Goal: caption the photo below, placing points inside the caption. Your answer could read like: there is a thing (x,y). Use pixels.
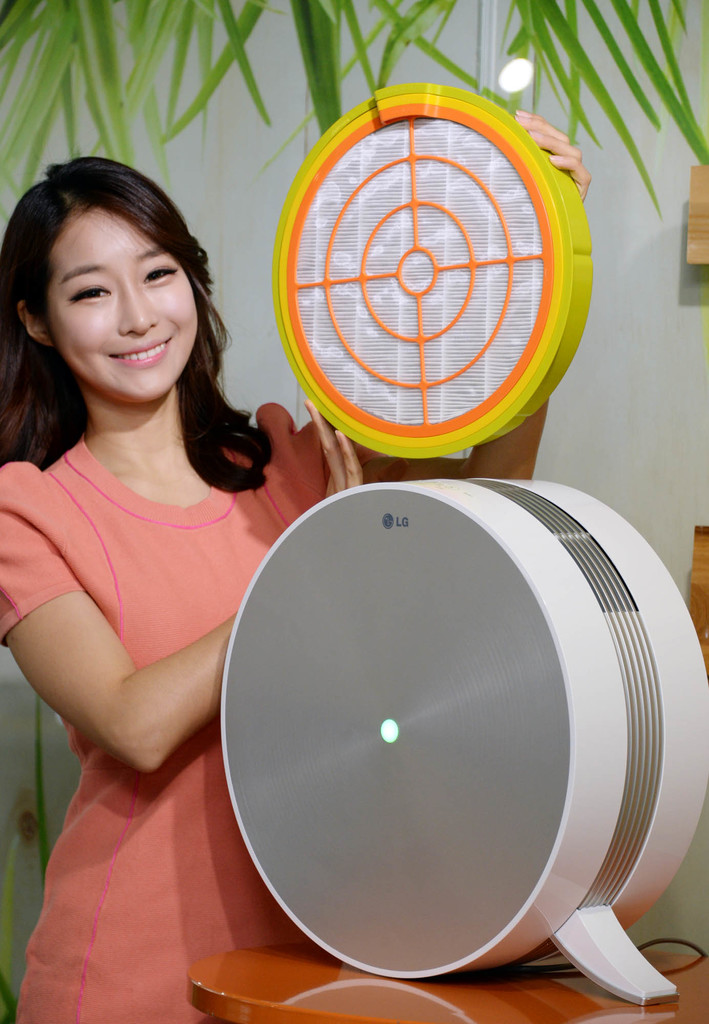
In this picture we can see a woman (73,601) smiling, table (460,989), some objects (331,770) and in the background (359,34) we can see the wall (463,31) and leaves (75,114).
